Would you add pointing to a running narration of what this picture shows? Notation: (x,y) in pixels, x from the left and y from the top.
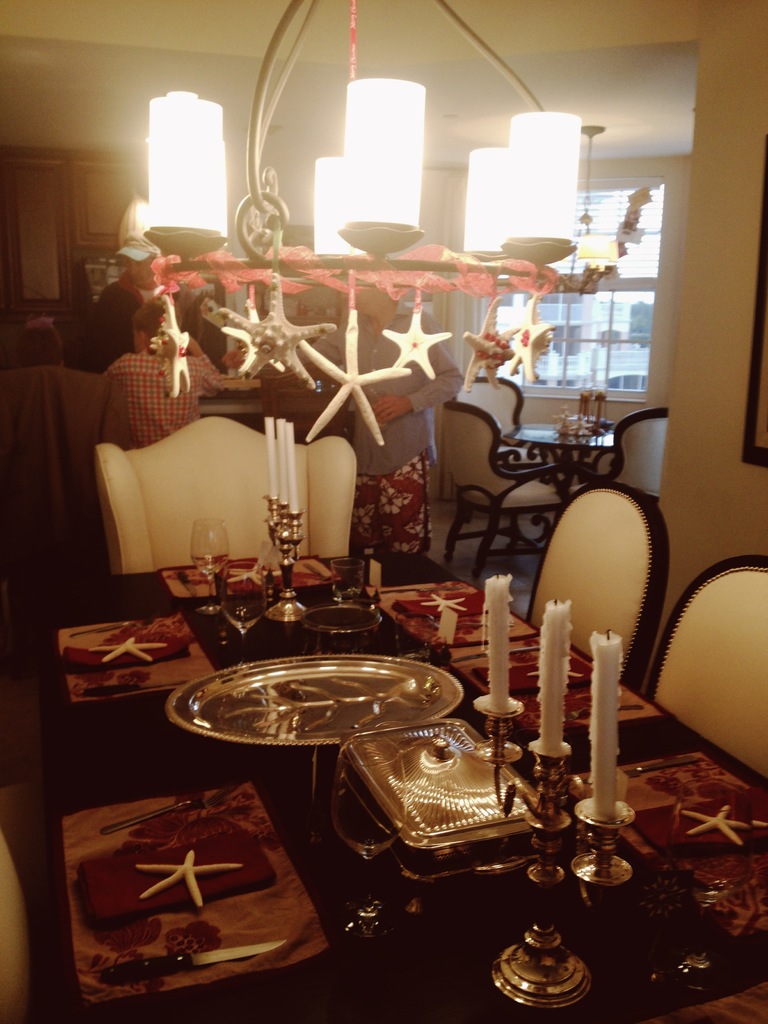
This picture consists of inside view of a room (706,505), in the room (131,433) I can see a dining table (475,686), on table (465,699) I can see candles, trays (408,824), colorful clothes (168,942), around the table (657,859) I can see chairs (92,444) and in the middle (406,367) I can see chairs (628,430) and a person (155,403) sit on the chair (145,485) and I can see the wall (8,135) and a light focus (199,129) visible on the wall (748,248).
